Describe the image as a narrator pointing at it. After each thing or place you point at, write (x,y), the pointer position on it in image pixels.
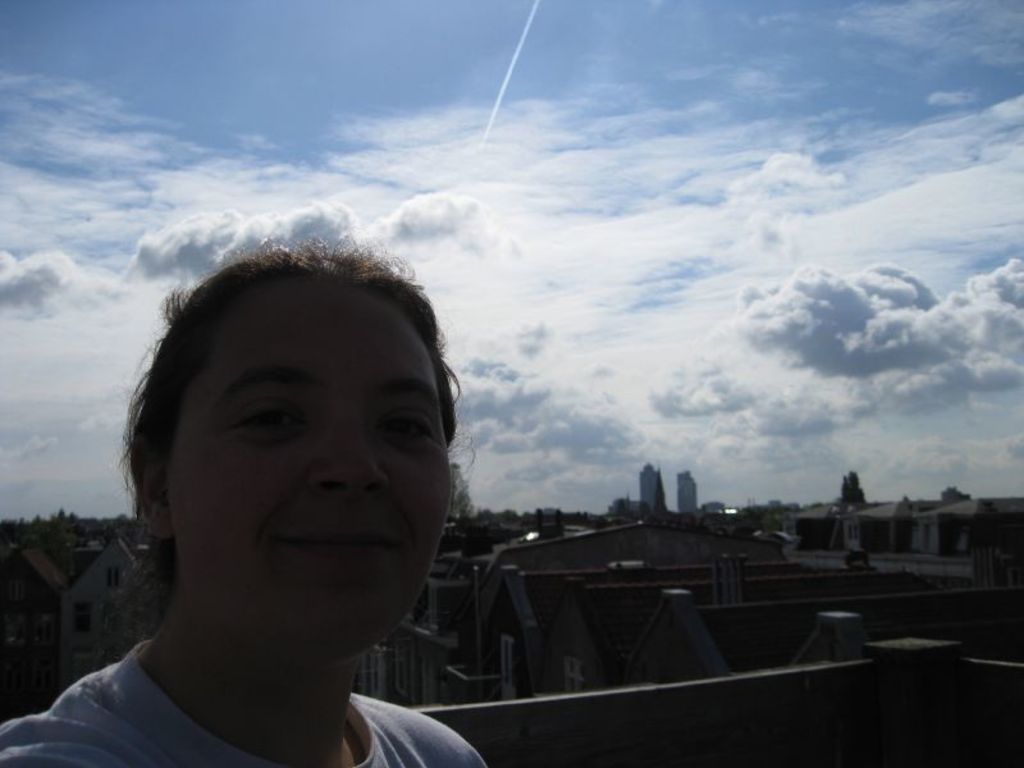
In this image we can see a person (316,639) wearing white T-shirt (98,754) is standing here. In the background (38,565), we can see houses (38,565) and the blue color sky (546,319) with clouds (853,356).
